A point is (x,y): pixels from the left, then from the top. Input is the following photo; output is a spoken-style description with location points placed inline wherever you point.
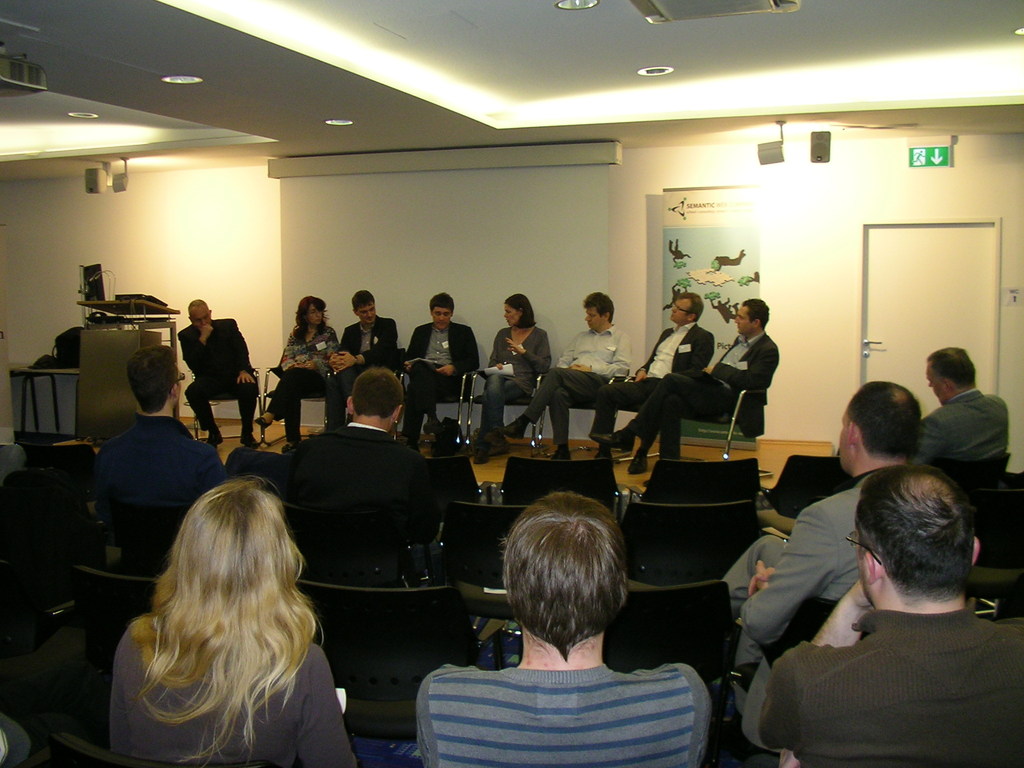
In this image there are a group of people (260,601) who are sitting on chairs (179,511), and in the background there is a wall (769,233). On the wall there are some boards (664,244), on the left side (95,354) there is some object (123,326). On the right side (911,282) there is a door (894,242), at the top (453,96) there is ceiling (387,96) and some lights (883,80).
